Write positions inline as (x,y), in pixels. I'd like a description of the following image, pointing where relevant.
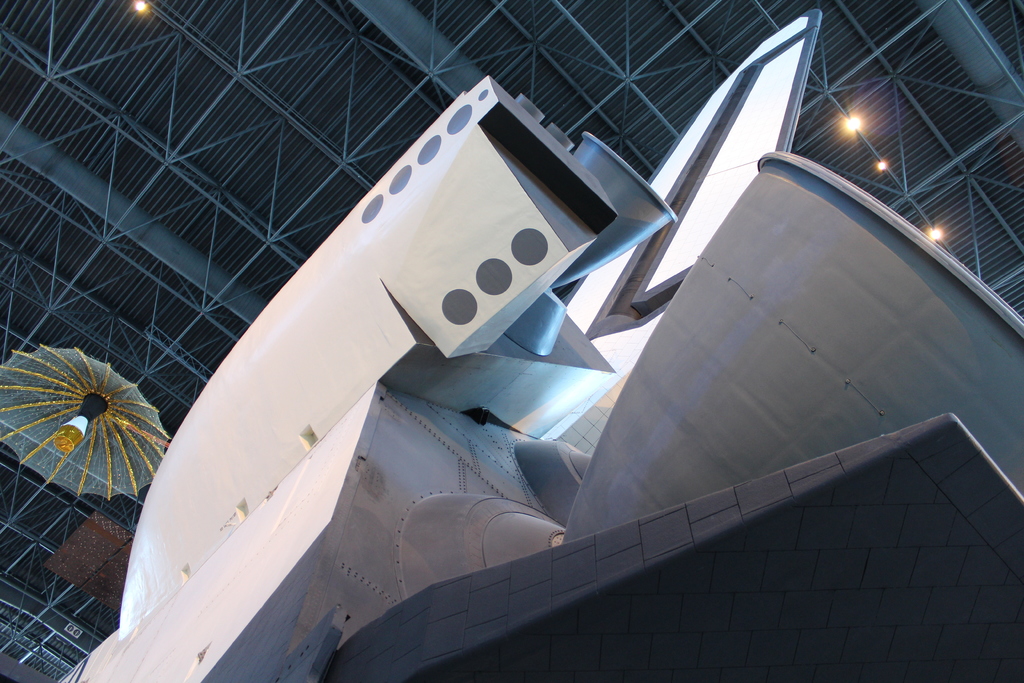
In this image I can see a rocket (512,440) which is white and grey in color. In the background (262,169) I can see the ceiling (276,162), few lights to the ceiling (316,153) and an object (82,371) attached to the ceiling (261,143).
